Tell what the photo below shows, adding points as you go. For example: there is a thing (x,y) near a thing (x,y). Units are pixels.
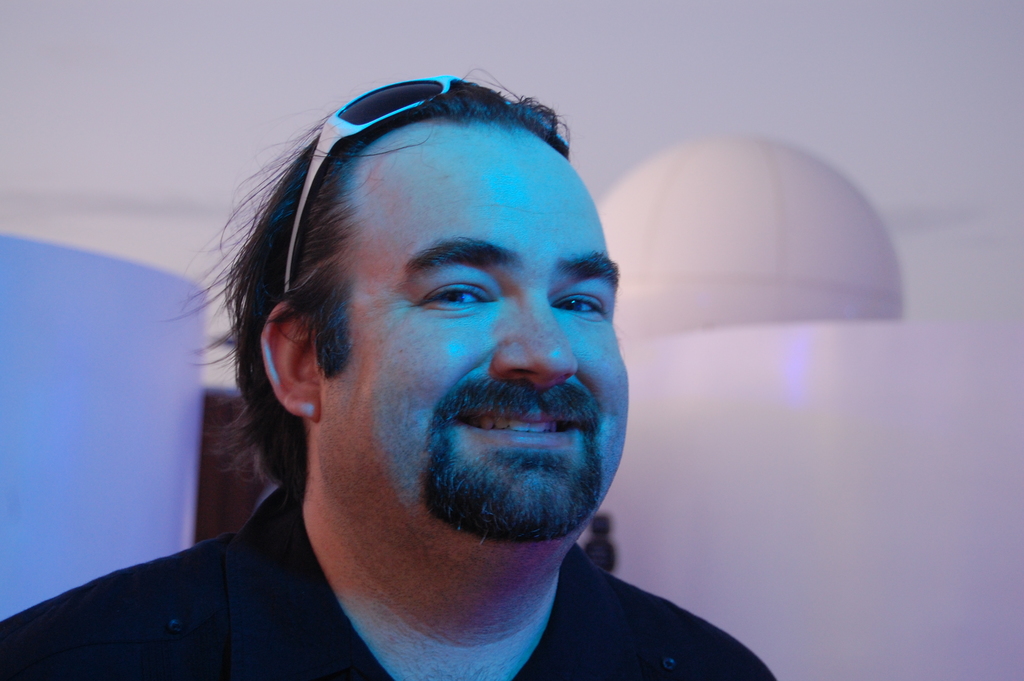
In this picture we can see a man (513,547) and he is smiling and in the background (720,431) we can see the surface (855,507).
